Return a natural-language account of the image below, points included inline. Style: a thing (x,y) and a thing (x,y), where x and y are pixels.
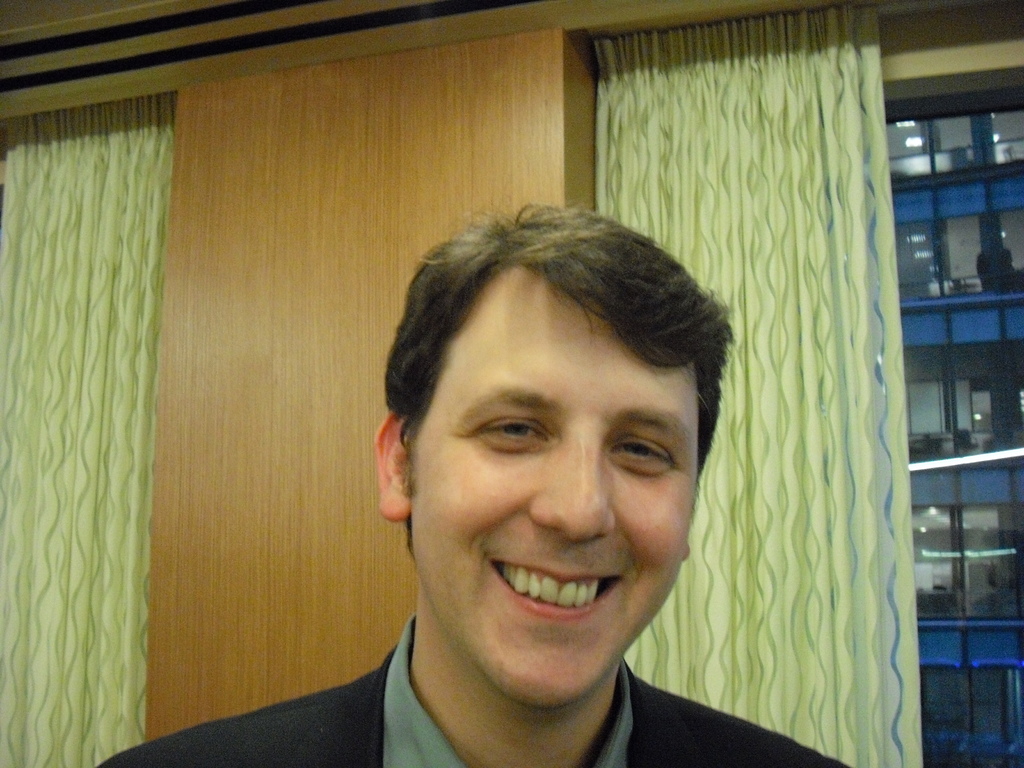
In this image I can see the person (402,715) with black and grey color dress (353,710) and the person (544,636) is smiling. In the back (199,190) I can see the curtains (662,79) and the wooden wall (562,187). To the right (910,189) there is a window (936,461).
